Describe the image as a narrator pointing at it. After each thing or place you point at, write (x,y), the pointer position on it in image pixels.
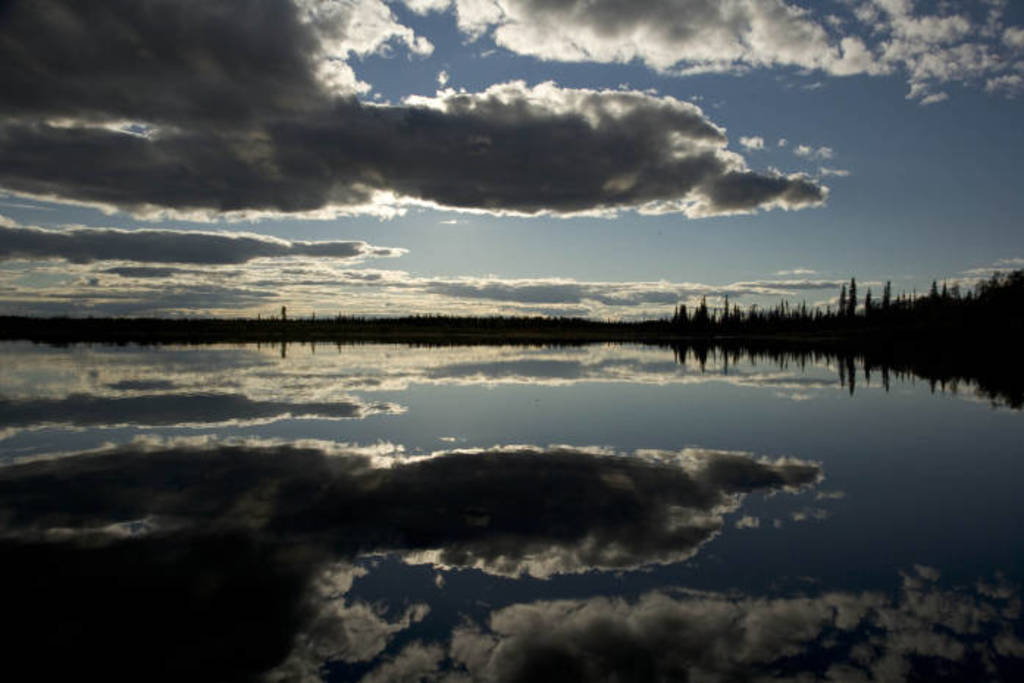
In this image I can see some water (878,457), trees (866,305) and cloudy sky (527,102).
